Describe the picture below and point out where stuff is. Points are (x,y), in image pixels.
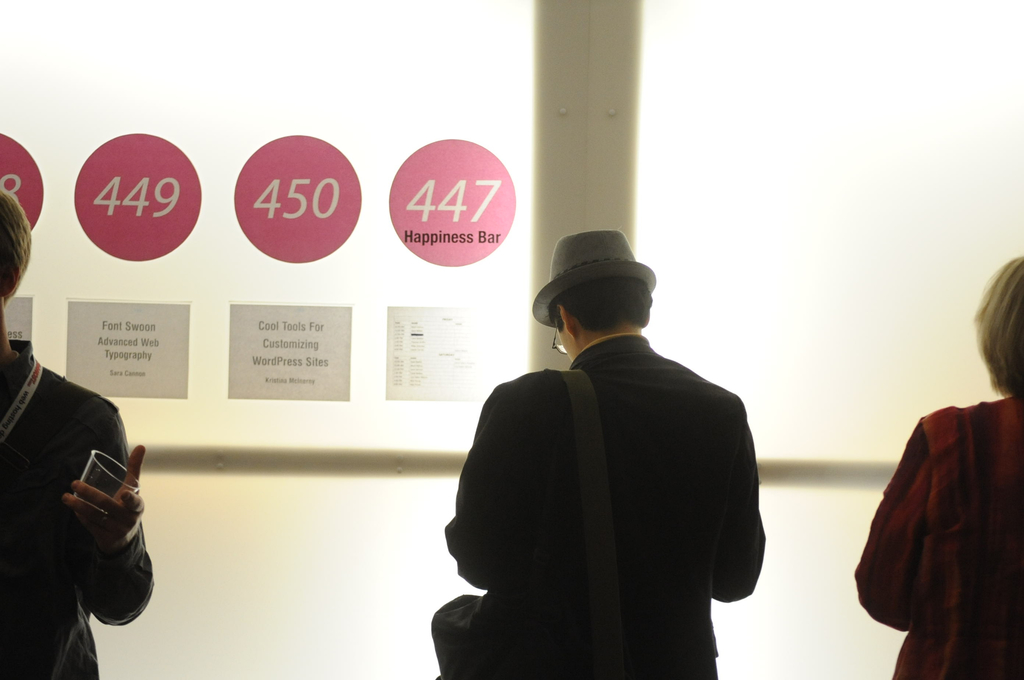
In this image I can see three persons (979,577) standing. In the background (122,362) I can see few papers (122,362) attached to the glass wall (198,566) and few poles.
